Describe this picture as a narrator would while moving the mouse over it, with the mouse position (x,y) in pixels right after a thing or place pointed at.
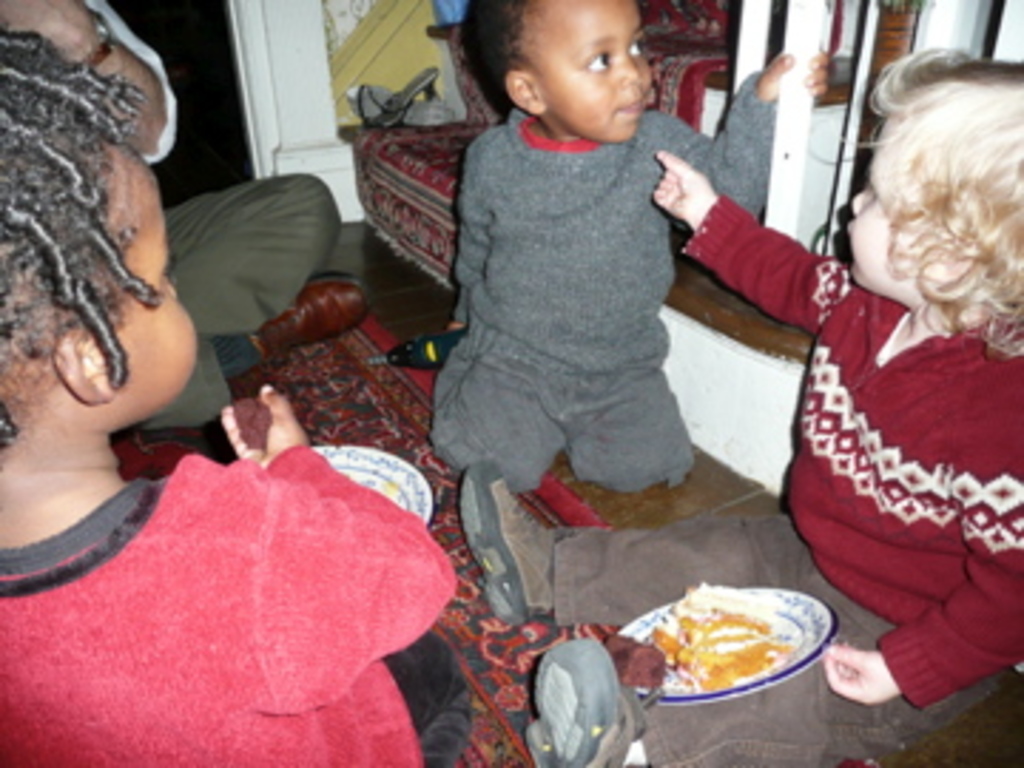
In this picture there are three kids (249,763) and a person (251,260) sitting. In the background (466,150) there is a staircase (445,121) and there other object (882,39). In the foreground (729,642) there is food (734,636) in the plate (820,613).
